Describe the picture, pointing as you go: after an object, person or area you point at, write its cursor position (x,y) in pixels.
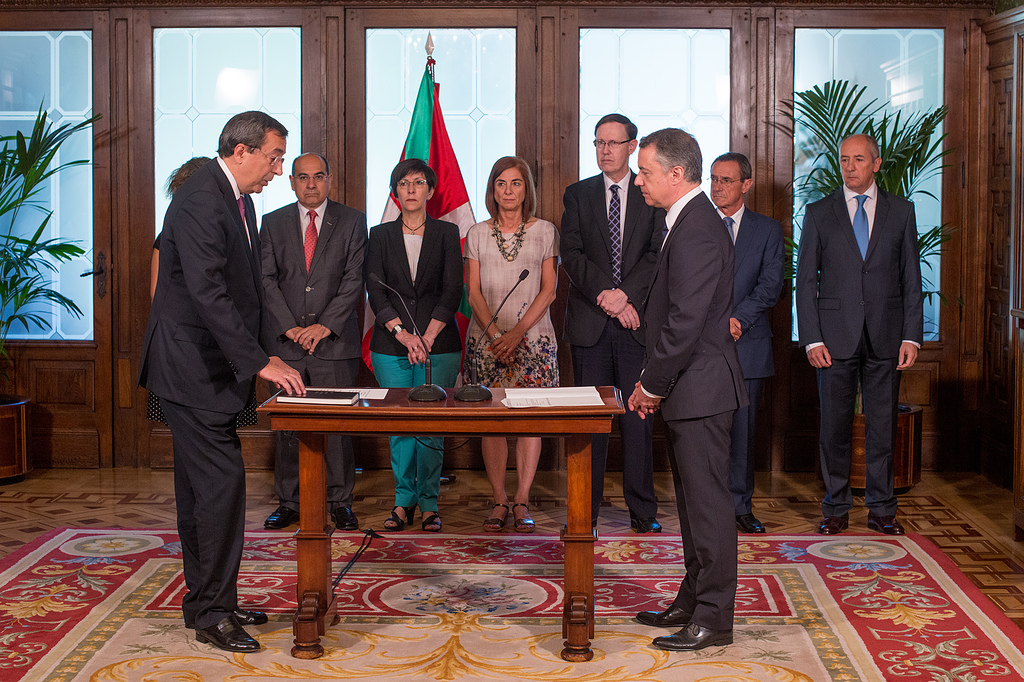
In this image, There is a floor (772,669) on which there is a red color carpet (834,669), In the middle (425,423) there is a brown color table (554,433) and on that table (534,433) there are some books (521,400) and there are some microphones (501,306) in black color, There are some people (291,302) standing around the table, In the background (947,285) there is some window (213,83) which is of glass (292,108) in brown color and in the left side (10,206) there is a green color plant (4,297).
